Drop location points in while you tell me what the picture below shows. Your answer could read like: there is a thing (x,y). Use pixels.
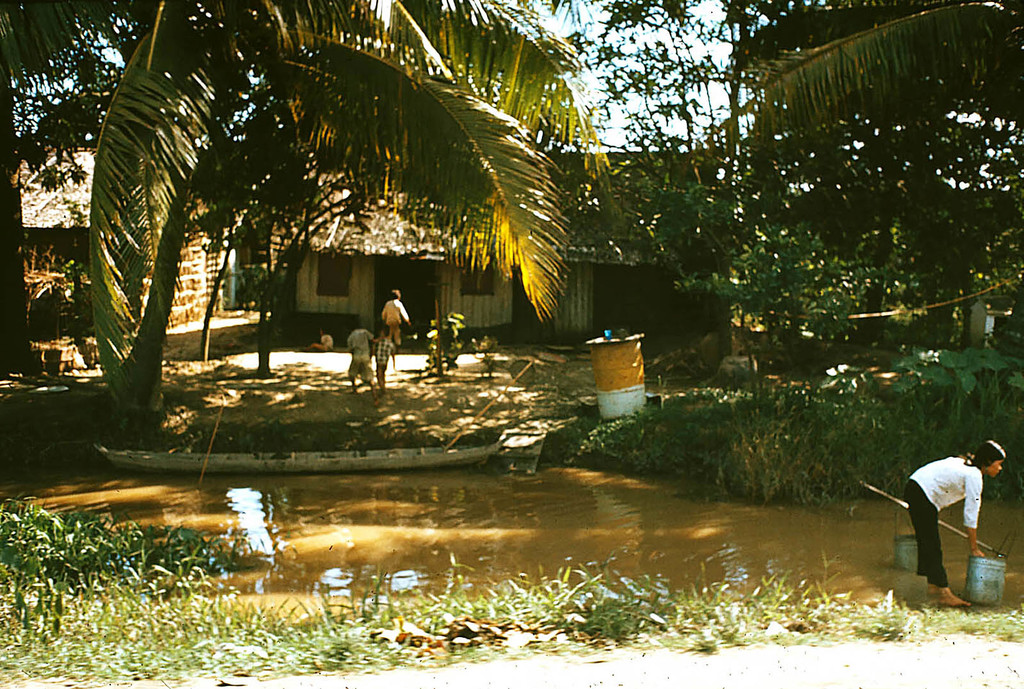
In this image there is water (677,510). A boat (398,465) is in the water (308,500). Right side a person (972,543) is standing in water (949,532). She is holding a bucket (991,583) with one hand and a stick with the other hand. Few persons (370,367) are standing on the land (418,379) having few plants (445,315) and trees (775,315). There is a drum (628,398) on the land (436,386). Behind the trees (777,232) there are few houses (398,241) and sky (591,38).
